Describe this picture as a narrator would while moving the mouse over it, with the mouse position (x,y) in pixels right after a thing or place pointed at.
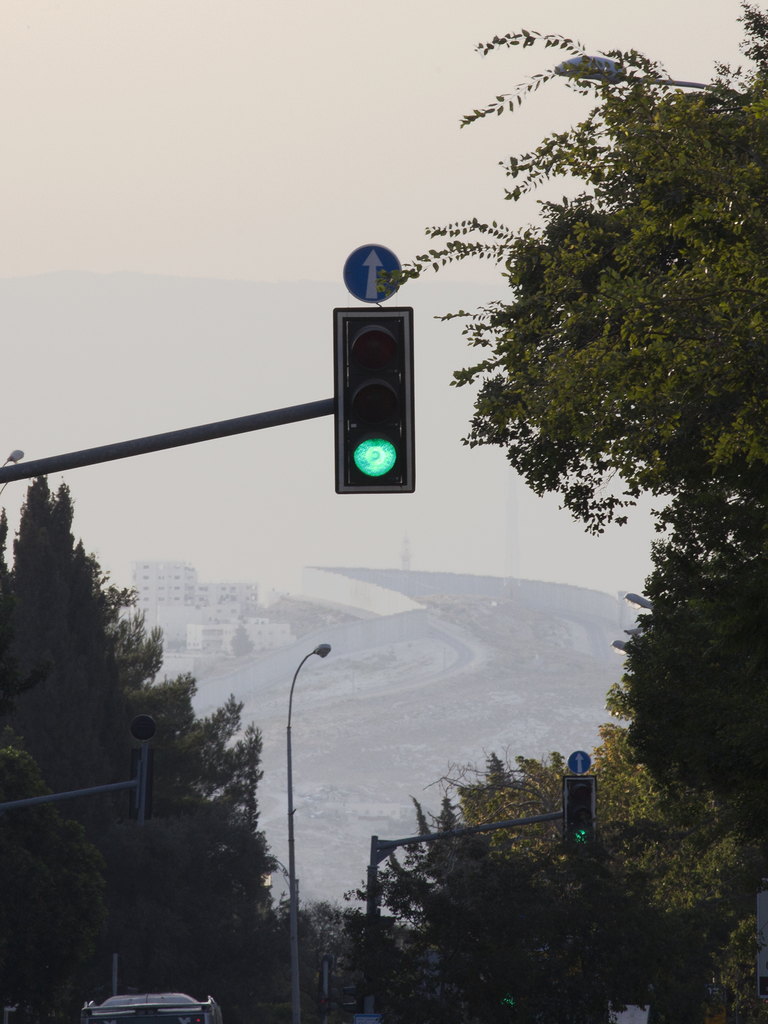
In this image, I can see the traffic signals (387,428) and sign boards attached to the poles (128,447) and there are trees (80,635) and street lights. In the bottom left corner of the image (113,1020), it looks like a vehicle (113,1005). Behind the trees (580,1016), I can see the buildings (217,645) and roads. In the background (284,232), there is the sky (308,179).
